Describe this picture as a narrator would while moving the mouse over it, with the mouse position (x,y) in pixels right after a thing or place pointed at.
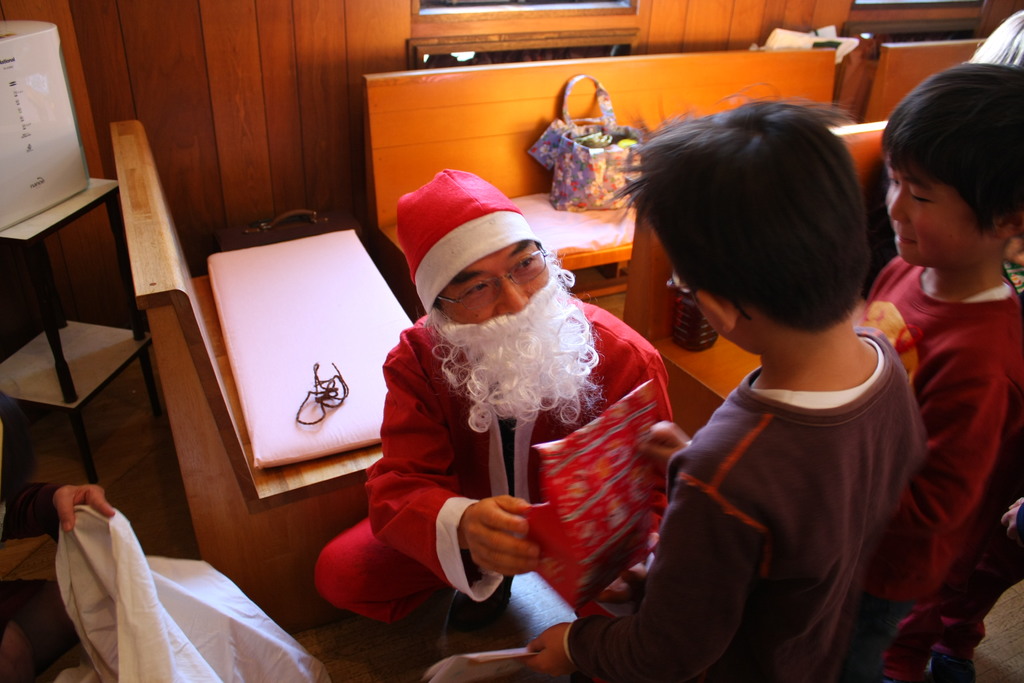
In this picture I can see two kids (731,307) standing. I can see a person (611,318) in a Santa Claus costume (500,192) and another person (8,509) holding an object (73,681). I can see benches (531,159), bag (591,131), stools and some other objects (382,307).
